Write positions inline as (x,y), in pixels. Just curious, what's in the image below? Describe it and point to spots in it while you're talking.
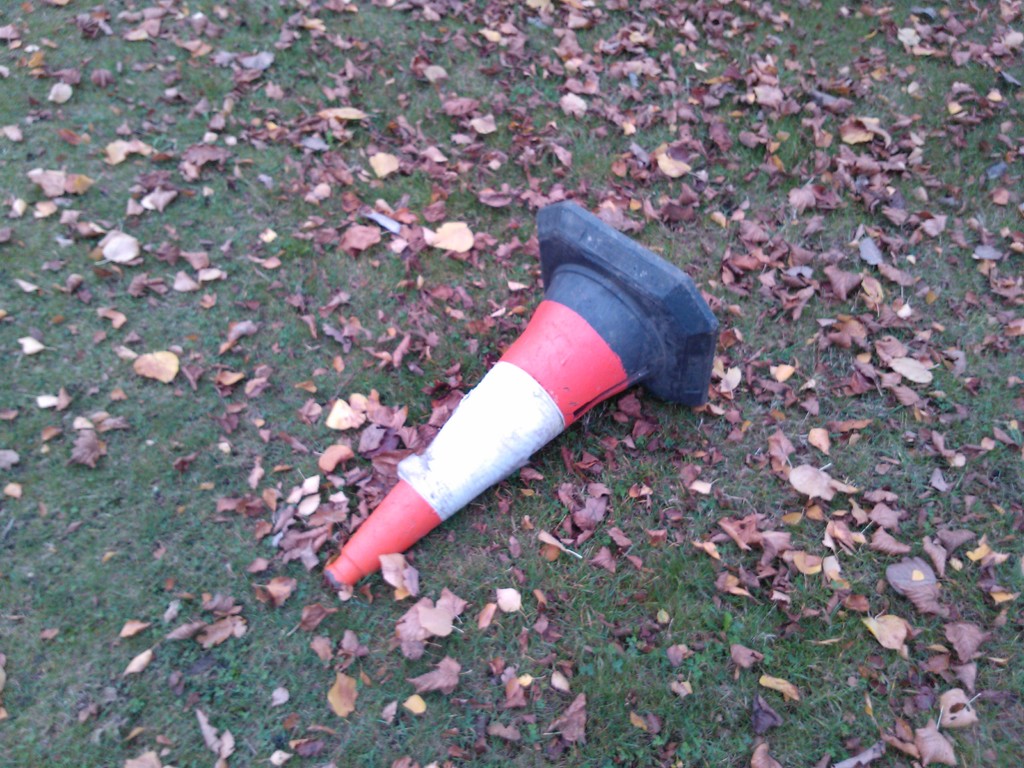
In the middle of the image (510,399) there is a traffic cone (556,340) on the ground (649,497) and also I can see the grass (507,631) and dry leaves (339,127).
